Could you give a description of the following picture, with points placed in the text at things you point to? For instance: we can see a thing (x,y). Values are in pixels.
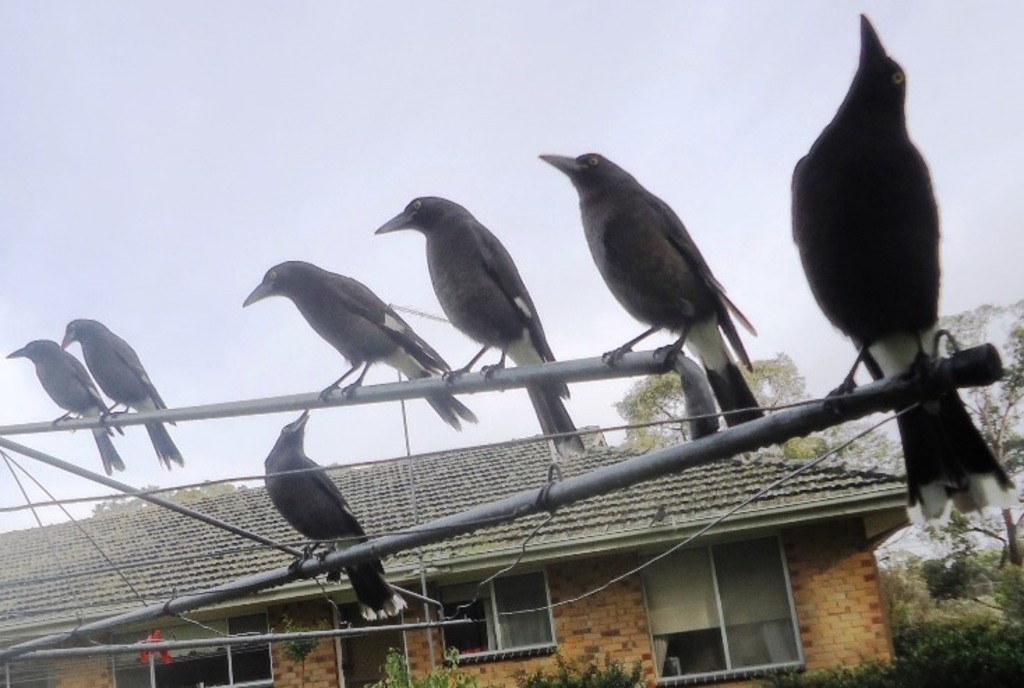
In this picture I can see group of crows (537,322) sitting on a pole (464,524). And I can see a house (417,480) in the background (454,473). And I can see trees (988,562) on the right side (996,507) and there are clouds (380,144) in the sky (536,102).
